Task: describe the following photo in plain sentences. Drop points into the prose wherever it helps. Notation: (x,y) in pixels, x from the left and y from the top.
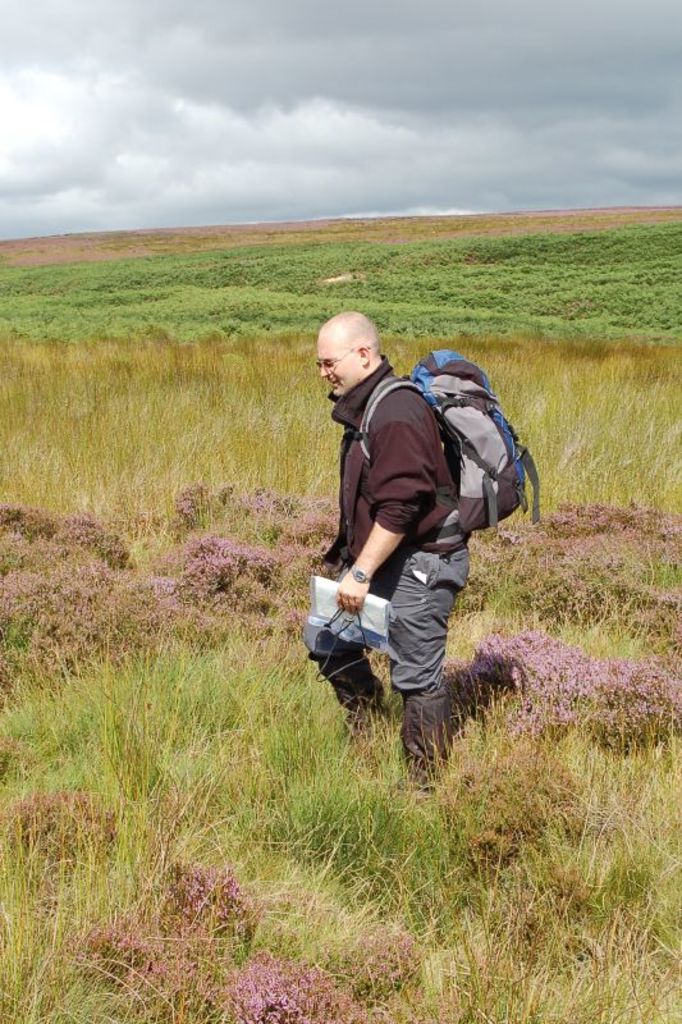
This picture is clicked in fields (638,426). In the center (389,489) there is a man (413,523) walking. He is wearing a brown jacket (414,457), a backpack (472,435), watch (359,573) and glasses (332,364). He is holding some things (344,635) in his hand (354,605). There is grass (140,432) on the ground (228,294). In the background (226,97) there is sky (231,129) with full of clouds (354,101).
